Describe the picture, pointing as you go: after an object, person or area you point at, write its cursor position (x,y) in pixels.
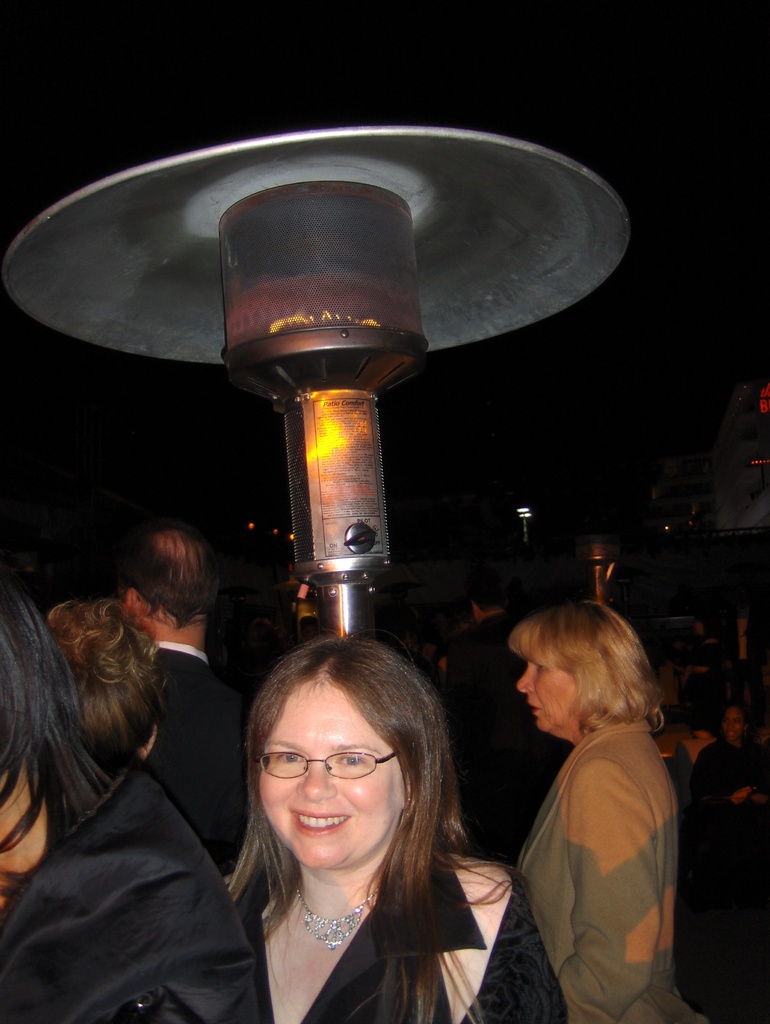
As we can see in the image there are group of people (364,723). The persons (190,867) standing in the front (403,893) are wearing black color dress (233,934) and the image is little dark.
